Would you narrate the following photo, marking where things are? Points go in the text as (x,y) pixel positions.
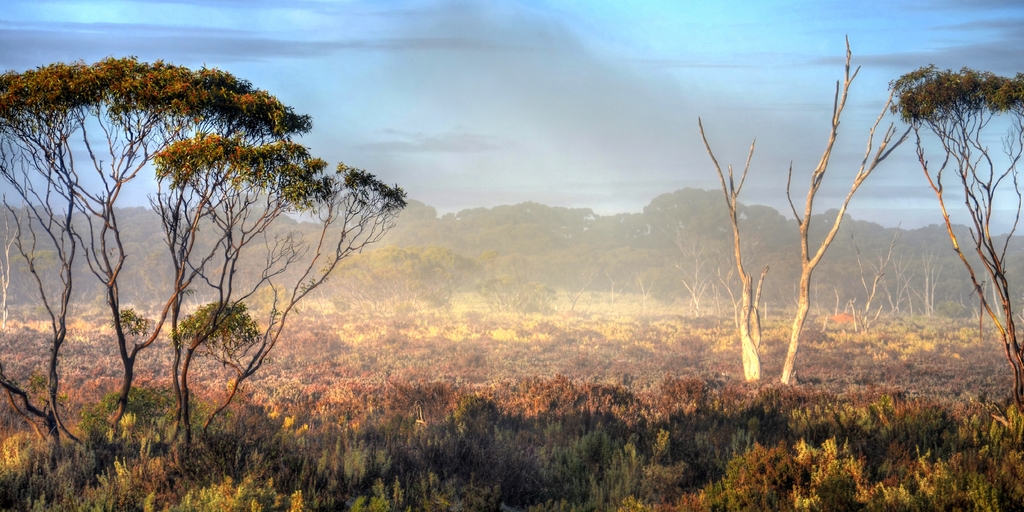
This is the picture of a forest (637,292). In this image there are trees (977,233). At the top (533,91) there is sky (438,79) and there are clouds (257,51). At the bottom (538,444) there are plants (778,444).
